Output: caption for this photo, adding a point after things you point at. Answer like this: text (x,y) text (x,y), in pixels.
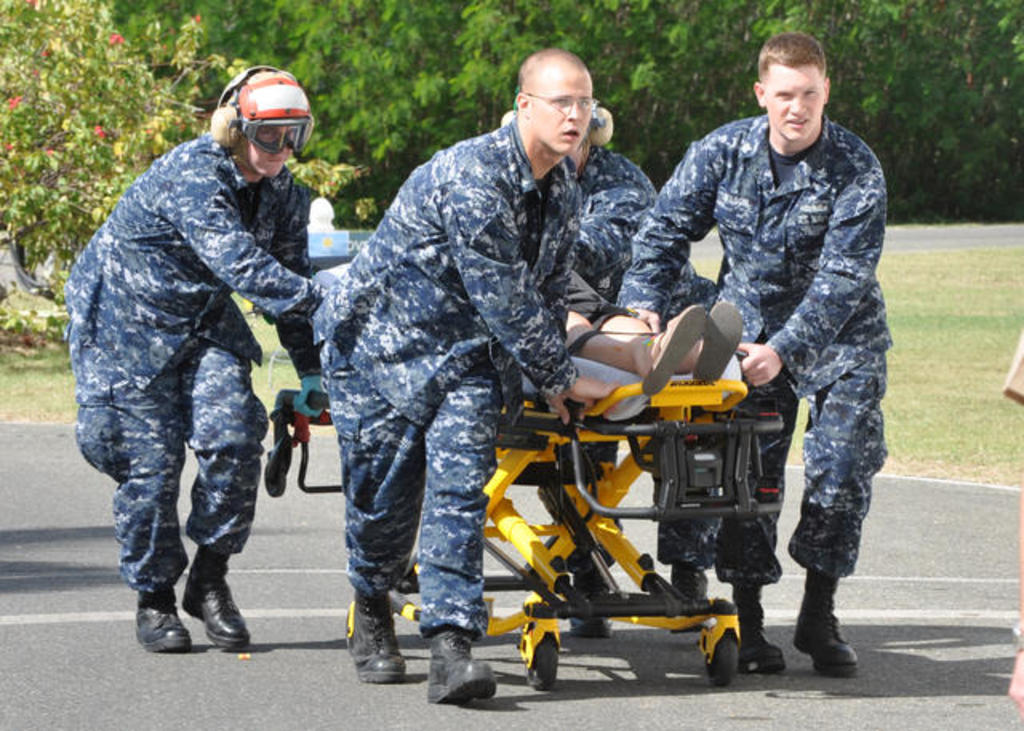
In this image there are four persons (394,206) who are holding stretcher (565,427) and walking, and on the stretcher (679,455) there is one person (568,323) who is sleeping. In the background (659,98) there are some trees (470,76), at the bottom (645,547) there is grass (937,476) and road (920,538).
